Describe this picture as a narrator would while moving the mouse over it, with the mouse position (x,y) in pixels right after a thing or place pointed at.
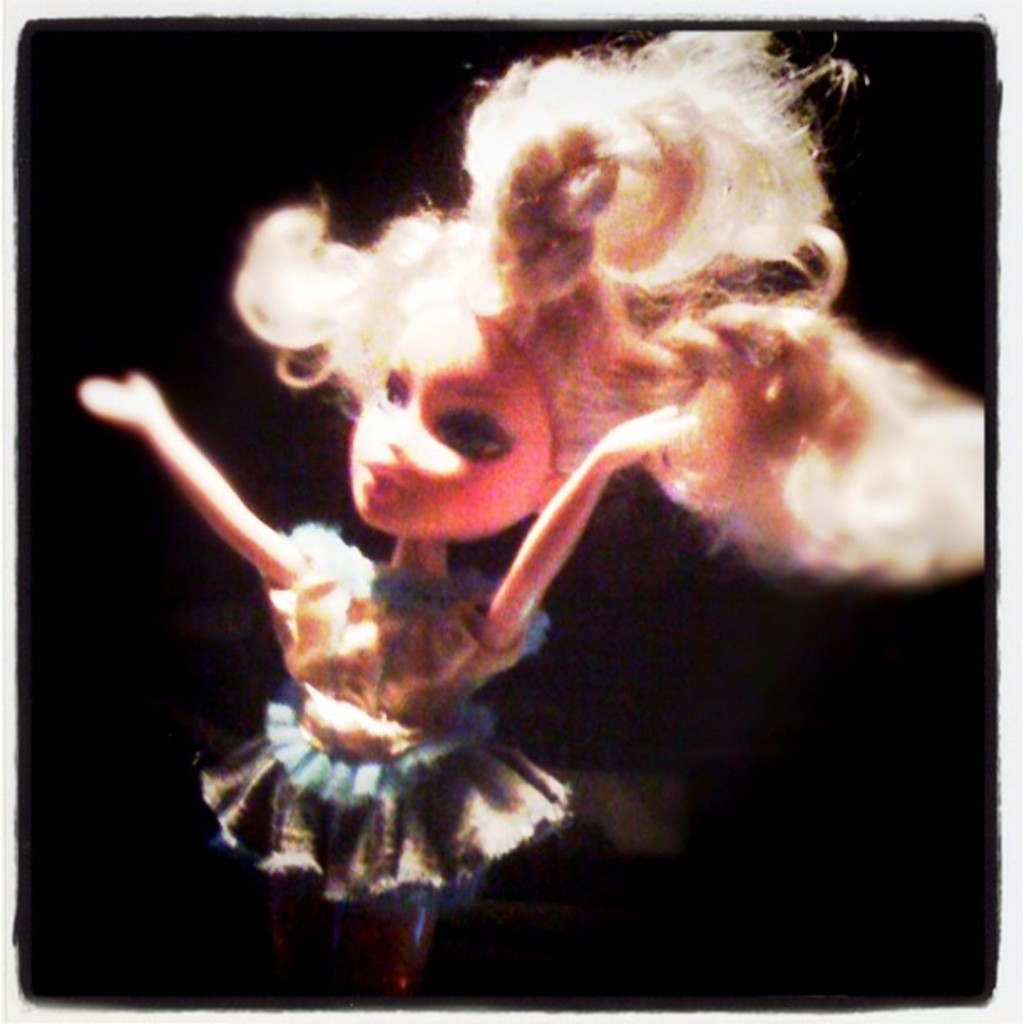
In this image we can see the girl toy (492,726) and the background (248,77) is in black color. The image has borders (105,14).
